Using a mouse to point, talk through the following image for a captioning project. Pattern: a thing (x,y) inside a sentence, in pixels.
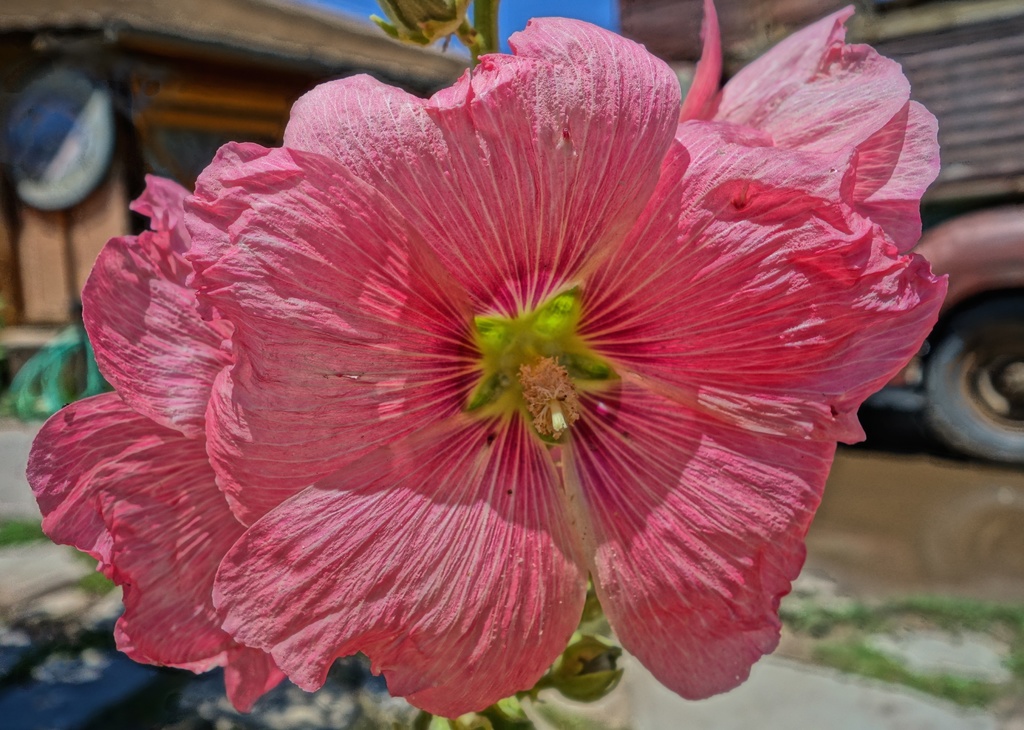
In this picture there is a flower (352,413) on the plant (549,683). On the right (1018,262) background (1021,235) there is a truck (1006,235). On the left (51,20) background (16,240) there is a wooden building (159,115). At the top (542,14) there is a sky (603,8). On the bottom right (993,681) we can see grass (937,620) near to the road (967,552).
